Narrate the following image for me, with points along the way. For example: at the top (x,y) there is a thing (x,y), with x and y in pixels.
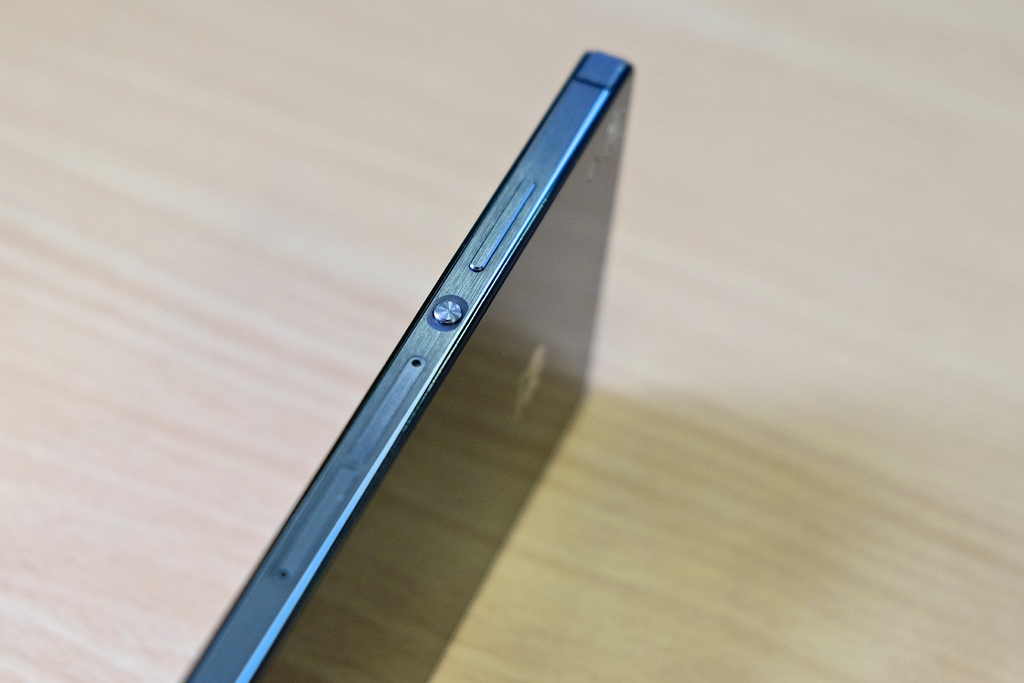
In this image we can see a mobile phone (492,374) on the surface (615,435).
